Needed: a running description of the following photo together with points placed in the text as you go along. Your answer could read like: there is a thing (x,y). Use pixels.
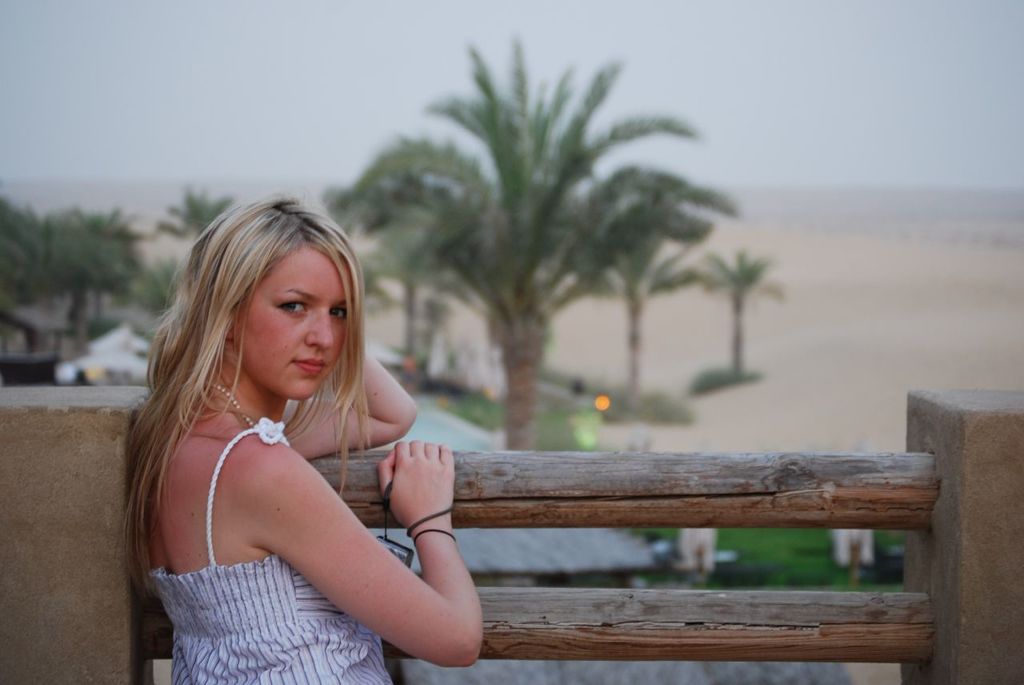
This image consists of a woman (307,446) wearing a white dress (350,679) is standing. And we can see a fencing (571,512) beside her. In the background (58,223), there are trees (499,263). In the background (839,329), we can see the sand (820,329). At the top (506,29), there is a sky (718,47).
